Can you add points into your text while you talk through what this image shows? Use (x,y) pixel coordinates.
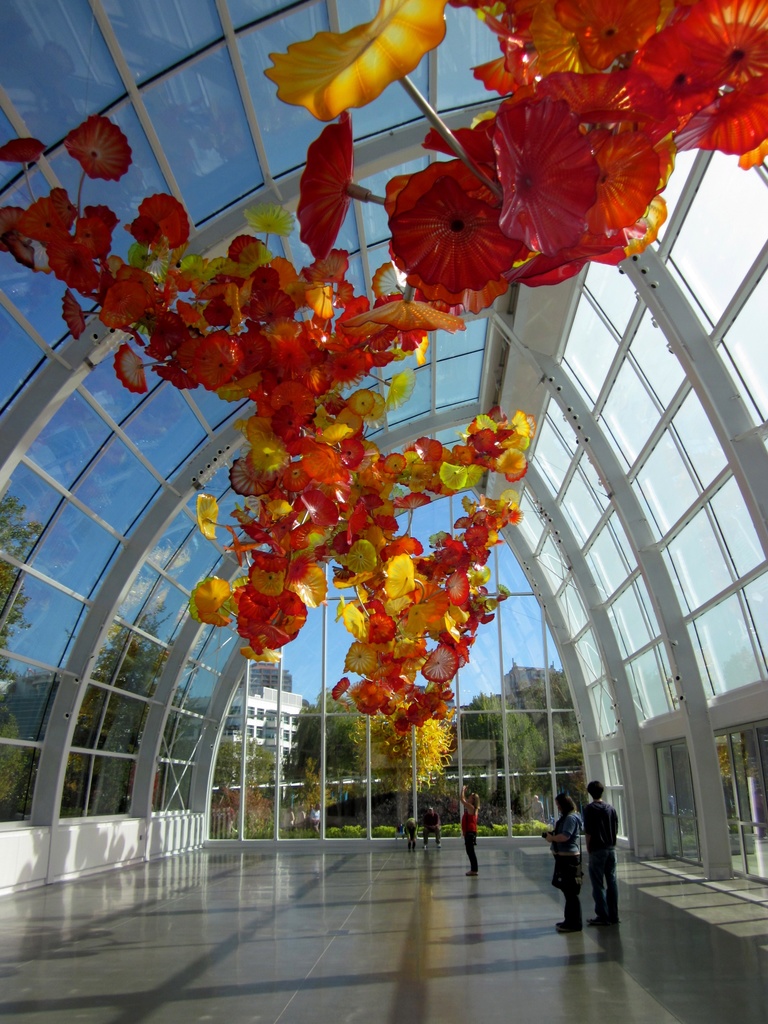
In this image we can see flowers (315,509), trees (560,737), persons (602,868), glass windows (544,781), doors (767,819), trees (572,742), buildings (255,702) and sky (495,641).
